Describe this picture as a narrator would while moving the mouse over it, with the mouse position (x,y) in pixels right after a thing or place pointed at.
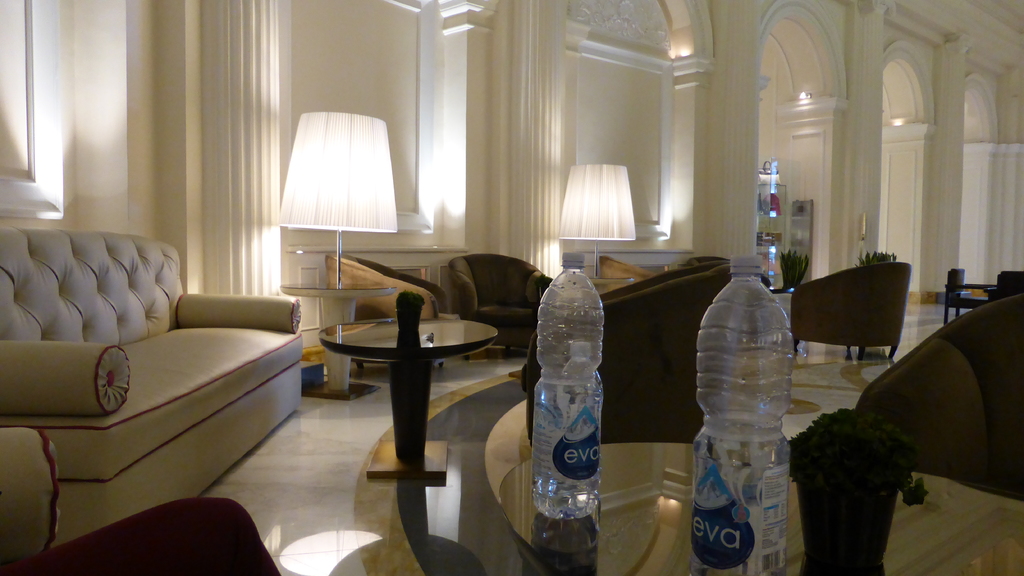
The picture is taken inside the hall (1007,202) in which there are sofas (163,360), chairs (504,266), lamps (599,207), table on which there are two bottles (577,394). At the background (643,120) there is a wall (815,82).
